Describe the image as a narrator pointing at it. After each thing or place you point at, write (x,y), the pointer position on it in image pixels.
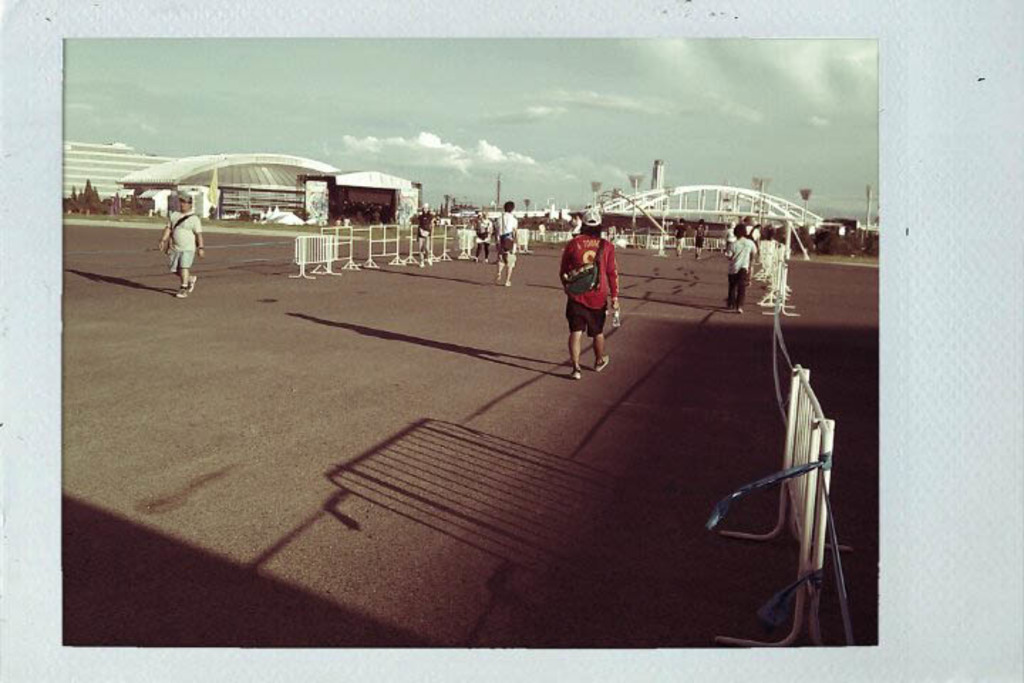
In this picture we can see some buildings (158,177), trees (86,196), fence (337,229), some people (193,221) are walking on the road (218,293) and we can see clouded sky (263,45).
